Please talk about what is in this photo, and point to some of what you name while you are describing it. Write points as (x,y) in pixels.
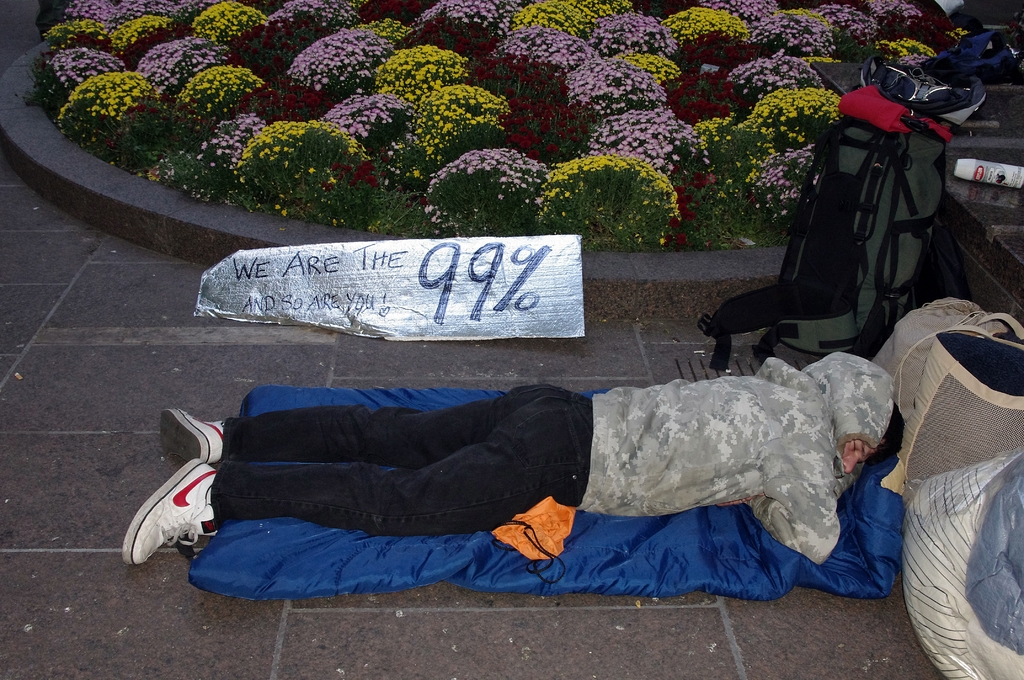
In this image there is a person (881,439) sleeping on bed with luggage (1002,587) near his head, beside that there are so many flower plants (830,92) and aluminium paper (268,269) with some note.
